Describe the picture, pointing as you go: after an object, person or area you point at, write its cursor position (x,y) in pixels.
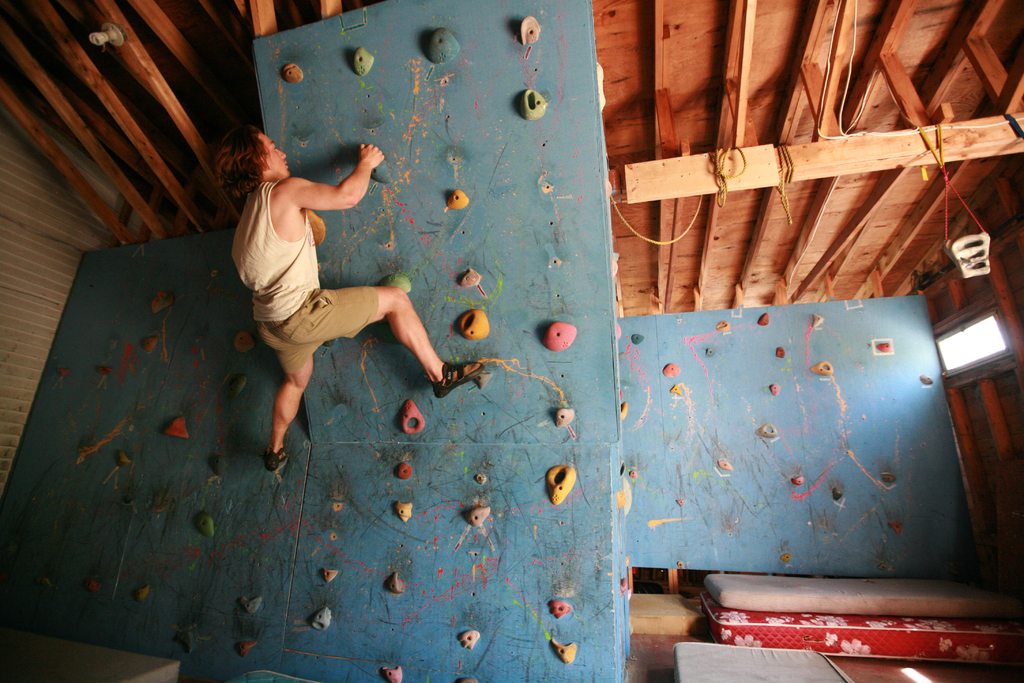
In this picture we can see a man (273,156) climbing the wall (377,361), beds (881,593) on the floor (939,681) and in the background (107,243) we can see wooden sticks (756,254), light (965,343).
